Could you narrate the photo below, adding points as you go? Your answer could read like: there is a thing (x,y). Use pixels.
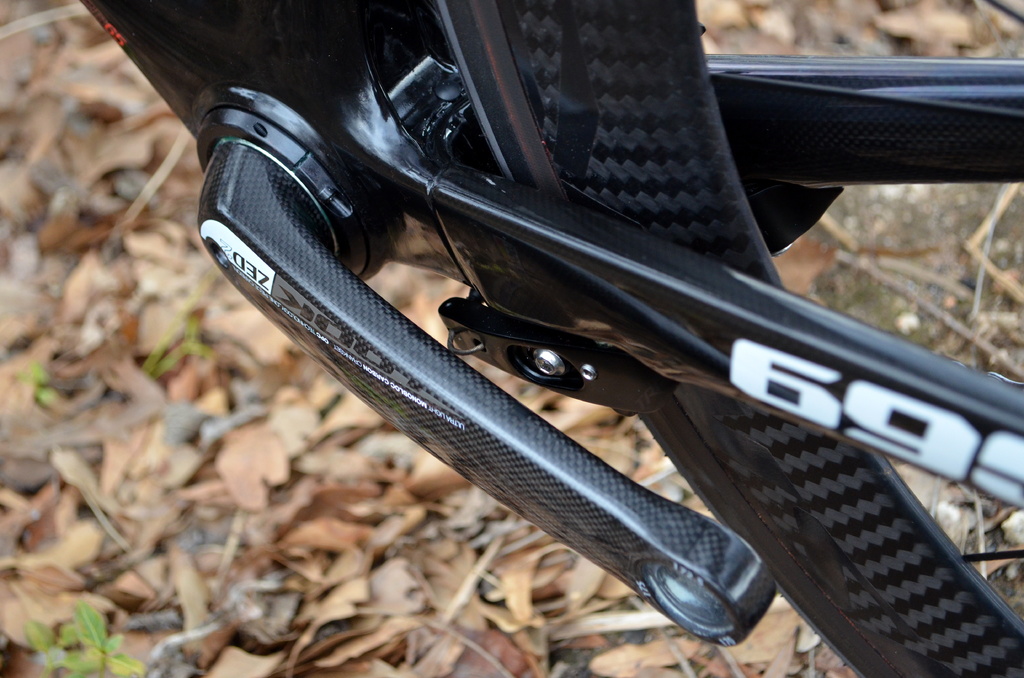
In this image there is the bottom part (529,210) of the vehicle (630,319). There are dried leaves (121,551) and small plants (85,634) on the ground (71,654).
